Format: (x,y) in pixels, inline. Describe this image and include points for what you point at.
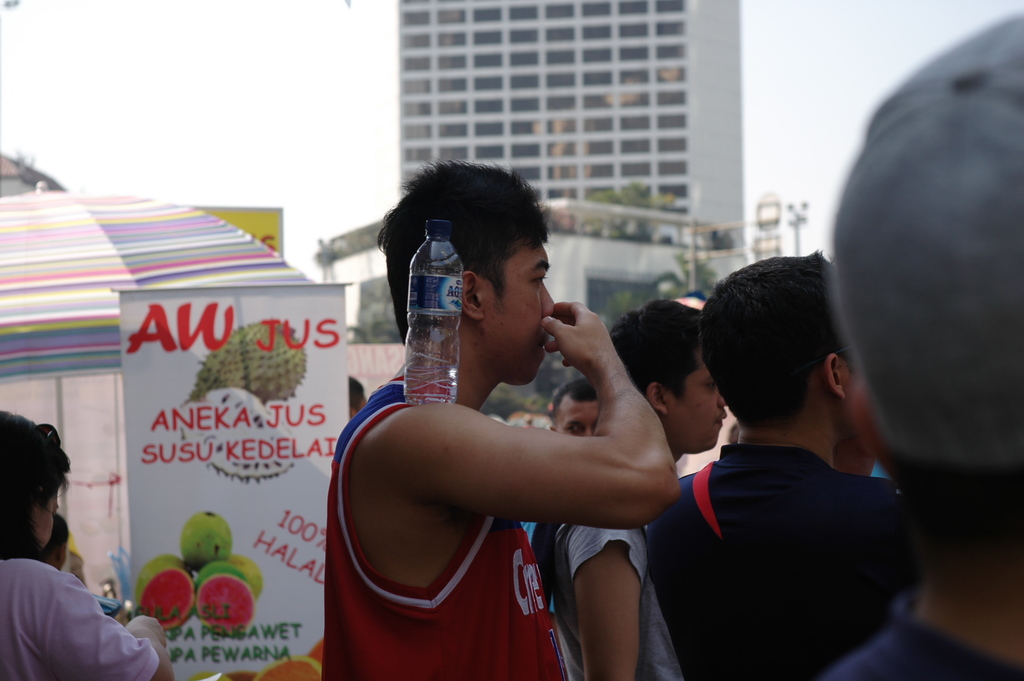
There is a man (387,417) who is having water bottle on his shoulders (384,429). There are group of people (677,416) on the right side (868,508) and on the left side (135,636) we can see a woman (122,639). On right side (943,410) man (884,626) is wearing a hat (966,331). There is a hoarding (264,572) which we can see some fruits (213,568) and some written like 100 percent halal. We can also see umbrella (79,294) in the background (475,141) in the background (514,143) we can see buildings (669,130) street lights (797,217).
